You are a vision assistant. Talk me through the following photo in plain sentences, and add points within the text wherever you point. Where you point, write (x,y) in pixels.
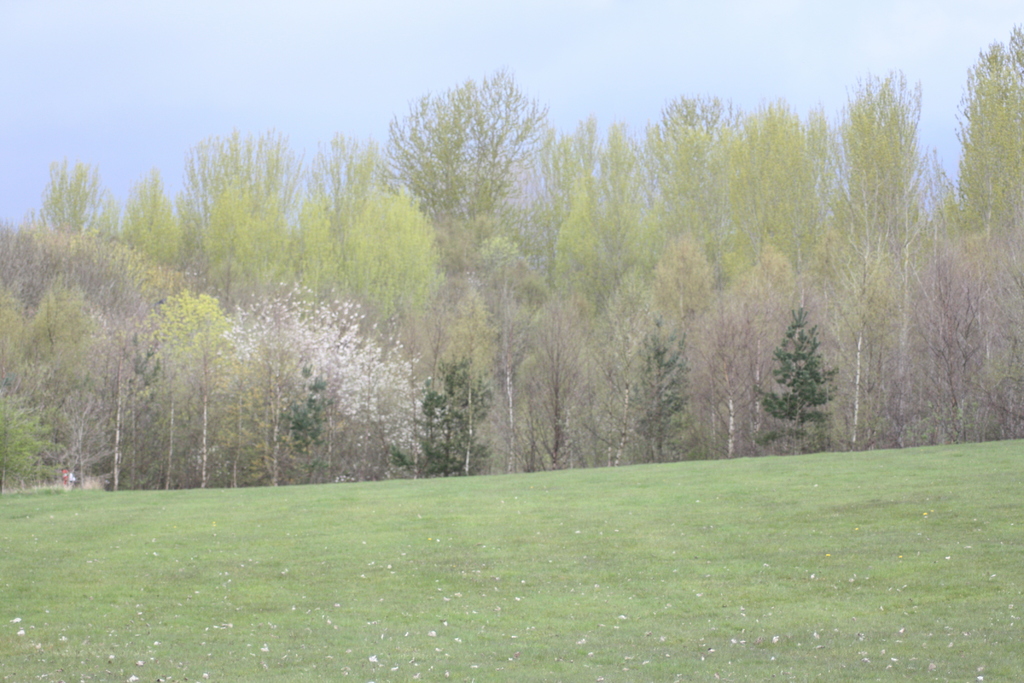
In the foreground of this image (488,506), at the bottom (644,494), there is grass land (777,578). In the middle (547,357), there are trees (757,344). At the top (433,29), there is the sky (320,43).
